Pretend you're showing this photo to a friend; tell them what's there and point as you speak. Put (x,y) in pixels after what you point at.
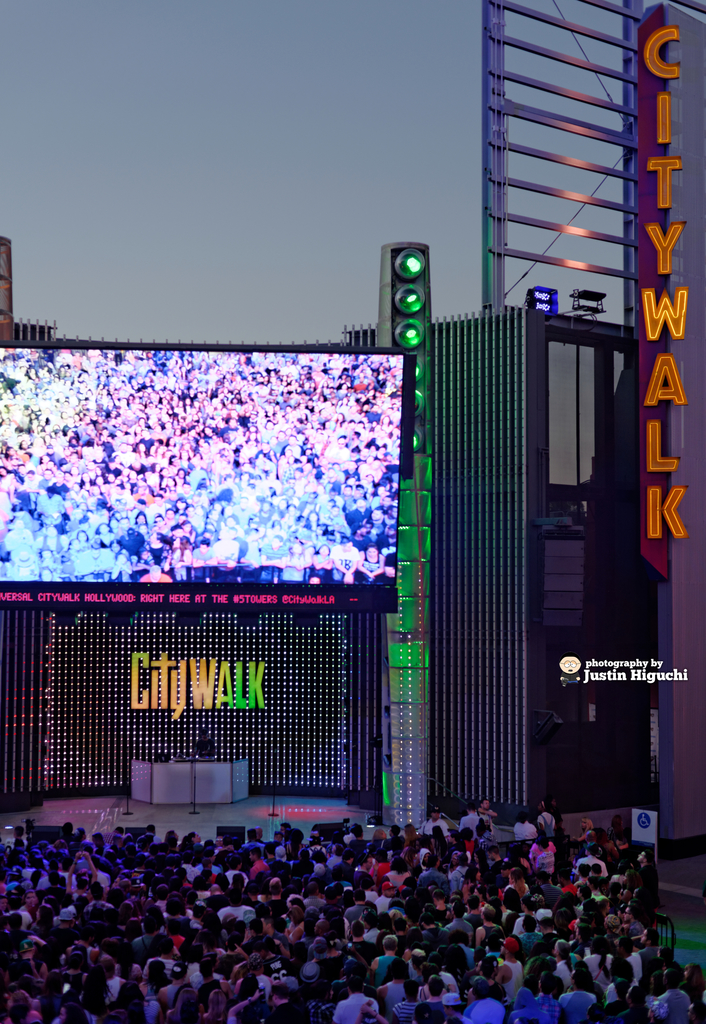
At the bottom of the image (189,925) there are people (207,917). In the background of the image (257,452) there are screens (215,591). There is a person (213,746) standing. To the right side of the image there is some text (652,50). At the top of the image (275,99) there is sky (218,108).
